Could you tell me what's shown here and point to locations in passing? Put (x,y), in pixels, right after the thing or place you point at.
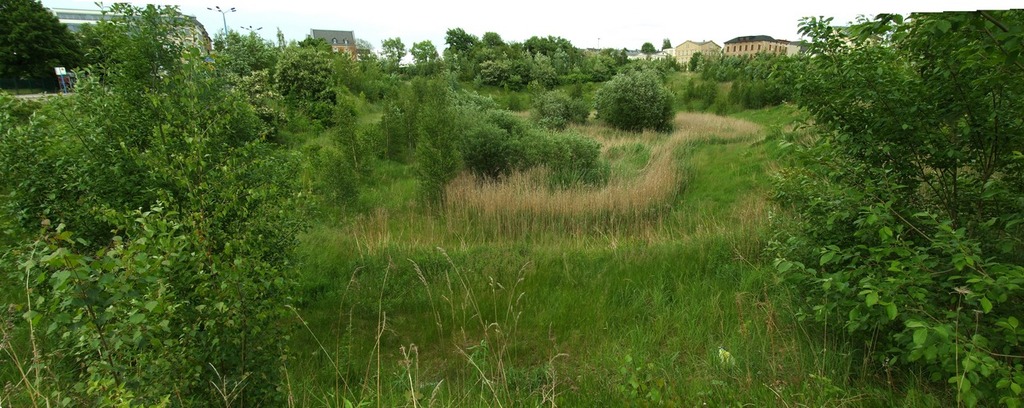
In this image I see the grass (623,154) and the plants (451,143) in the front (250,140). In the background (710,68) I see the trees (484,66), buildings (67,25), poles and the sky (510,27).
